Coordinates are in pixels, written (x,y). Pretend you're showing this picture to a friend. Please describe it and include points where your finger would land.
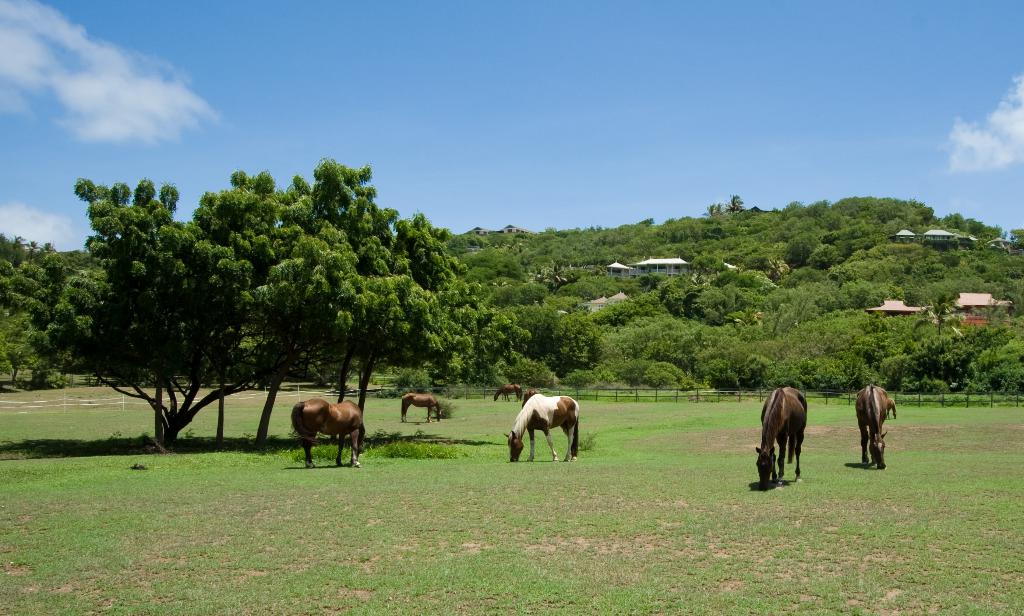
In this image we can see many horses (440,417) on the grass (424,561). On the left side of the image (211,223) we can see trees (468,312). In the background (459,198) we can see grass (591,399), fencing (808,398), hill (561,291), houses (622,275), sky (548,130) and clouds (126,84).
